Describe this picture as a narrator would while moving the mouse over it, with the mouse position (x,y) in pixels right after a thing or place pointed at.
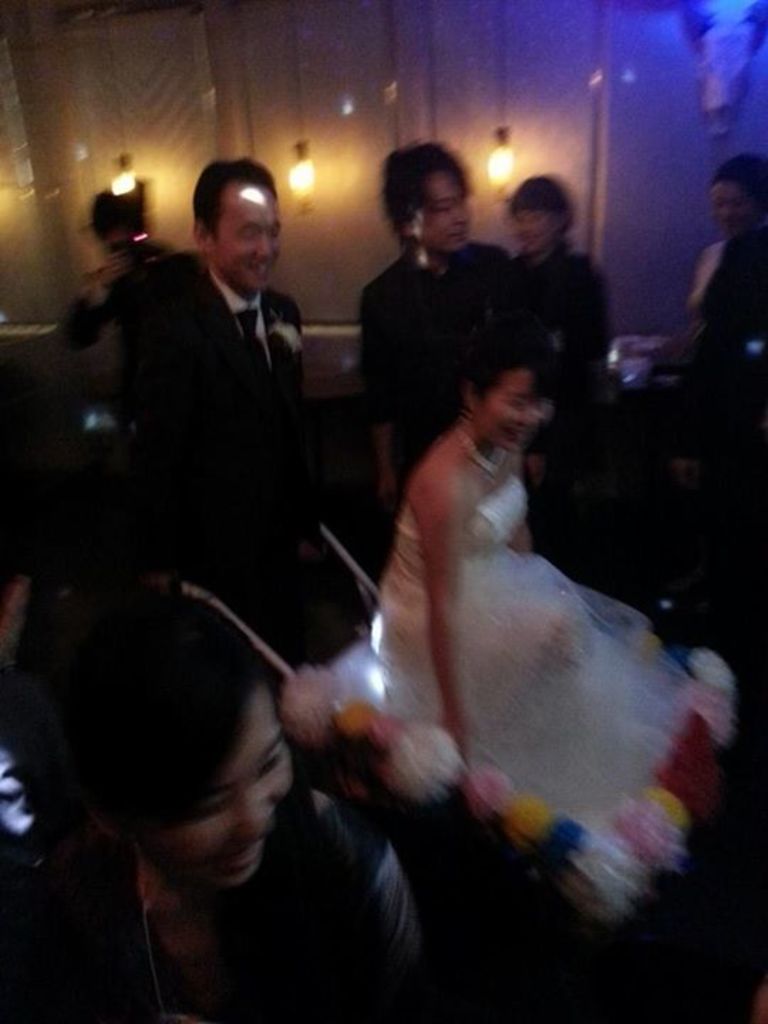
In this image there are a few people (204,360) standing. There is a man (233,436) holding a trolley (573,843). There is a woman (529,656) sitting in the trolley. In the background (541,37) there is a wall (374,94). There are lights (301,164) hanging to the ceiling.
